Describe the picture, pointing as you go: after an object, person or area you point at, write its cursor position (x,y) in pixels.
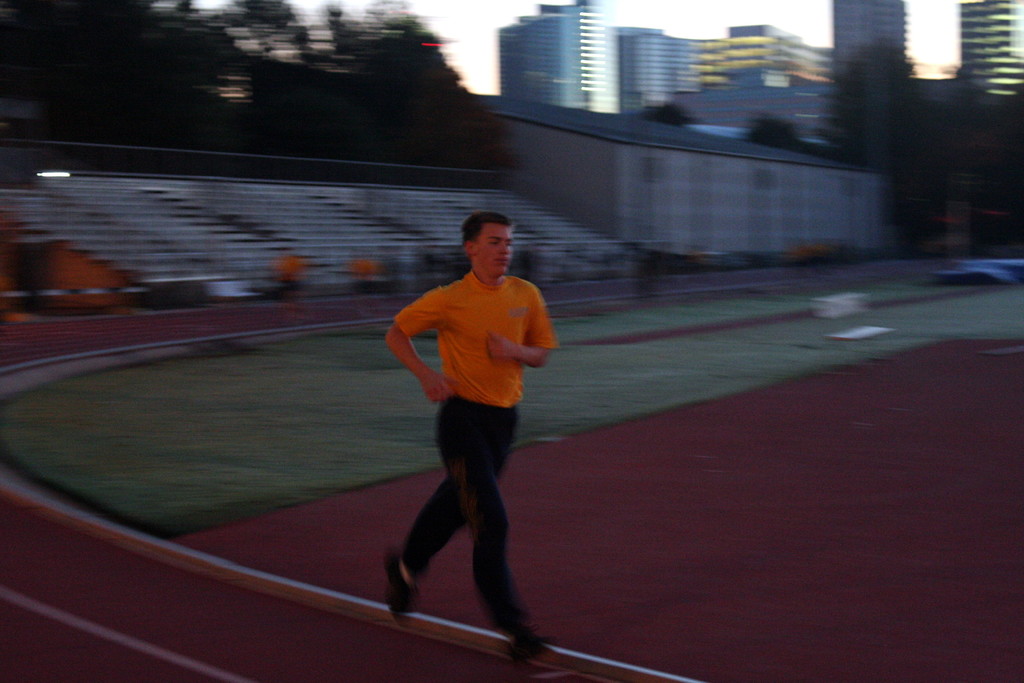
There is a person (486,252) in orange color t-shirt (472,329), running on the ground (482,668) of a stadium (559,660). In the background (817,185), there are trees (337,109), buildings (807,174) and there is sky (951,52).
